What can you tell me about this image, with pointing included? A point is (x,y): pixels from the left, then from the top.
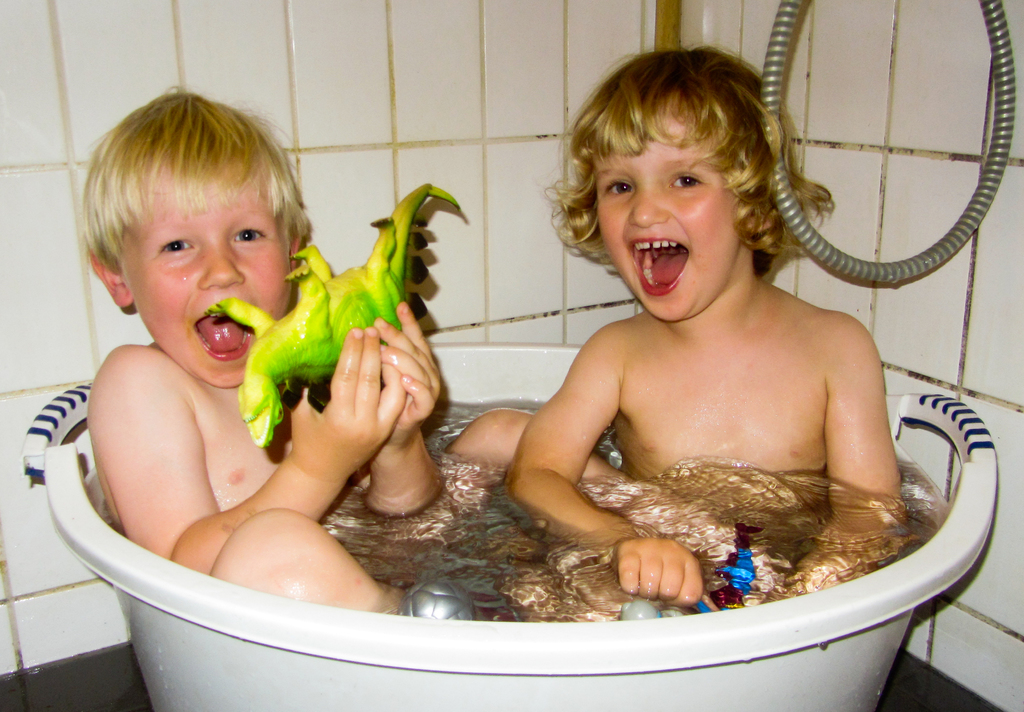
This picture seems to be clicked inside the room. In the center (466,459) we can see the two kids (634,329) holding the toys (278,322) and sitting in the tub (820,604) which is filled with water (480,550). In the background (348,93) we can see the wall (897,241) and a cable (800,209).
